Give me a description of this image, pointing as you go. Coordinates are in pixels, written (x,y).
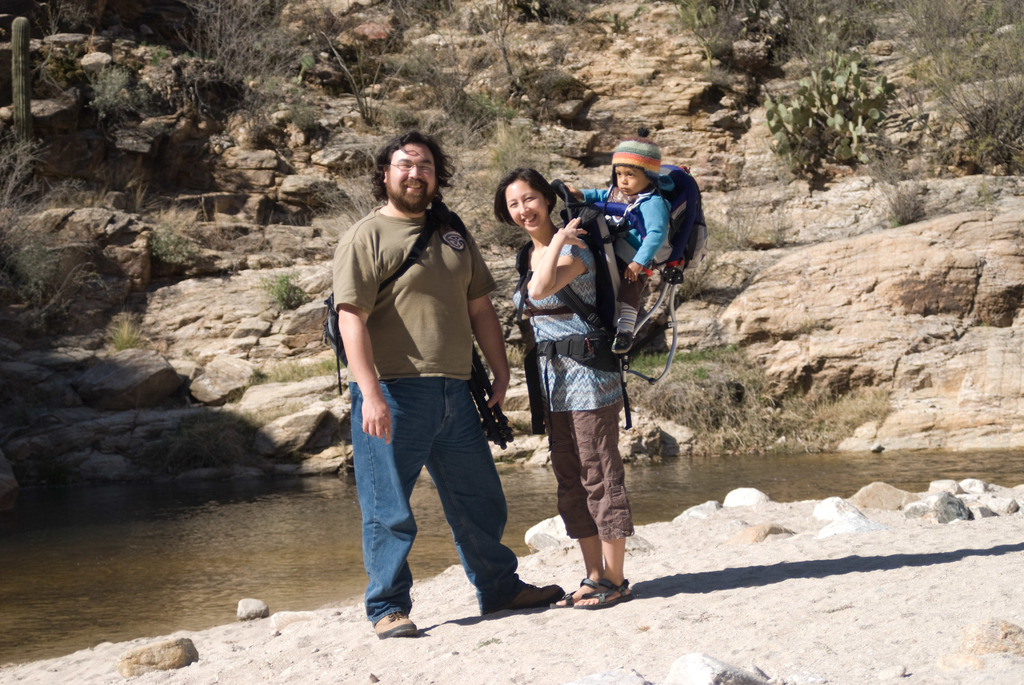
Here a man (359,235) is standing along with a girl (552,396) and a baby (640,249). Behind them there is a water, stones (207,323) and trees (213,440).
